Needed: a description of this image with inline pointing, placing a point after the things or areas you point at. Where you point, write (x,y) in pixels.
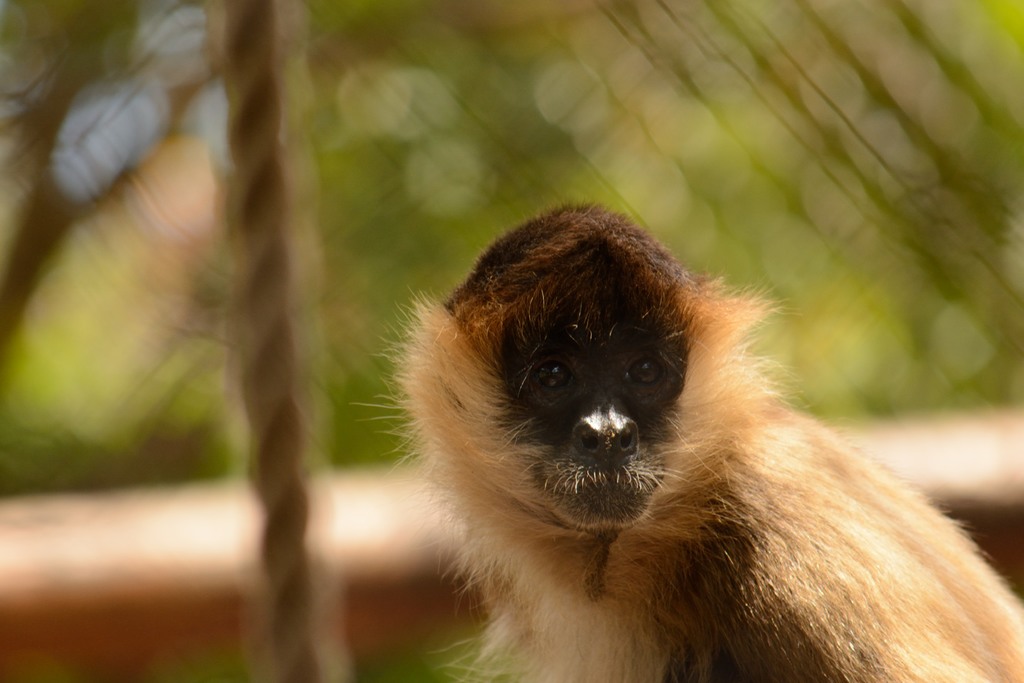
In this picture we can see a spider monkey (498,446). This is a rope (304,422). Background (952,115) portion of the picture is blur.
